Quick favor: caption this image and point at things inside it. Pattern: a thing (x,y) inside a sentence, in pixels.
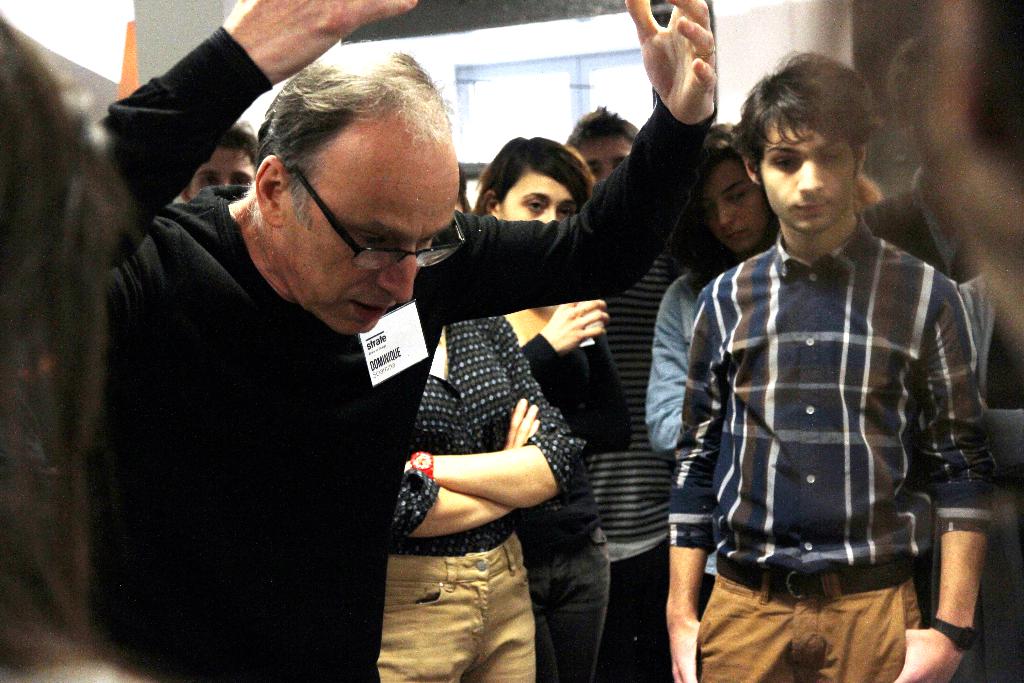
In this image I see number of people (511,231) and I see a white paper (383,338) on this t-shirt (189,235) and I see few words (380,345) written on it and I see that this man (712,315) is wearing shirt (711,418) and I see a watch (946,622) on his hand (936,663). In the background (763,77) I see the wall (212,21).
